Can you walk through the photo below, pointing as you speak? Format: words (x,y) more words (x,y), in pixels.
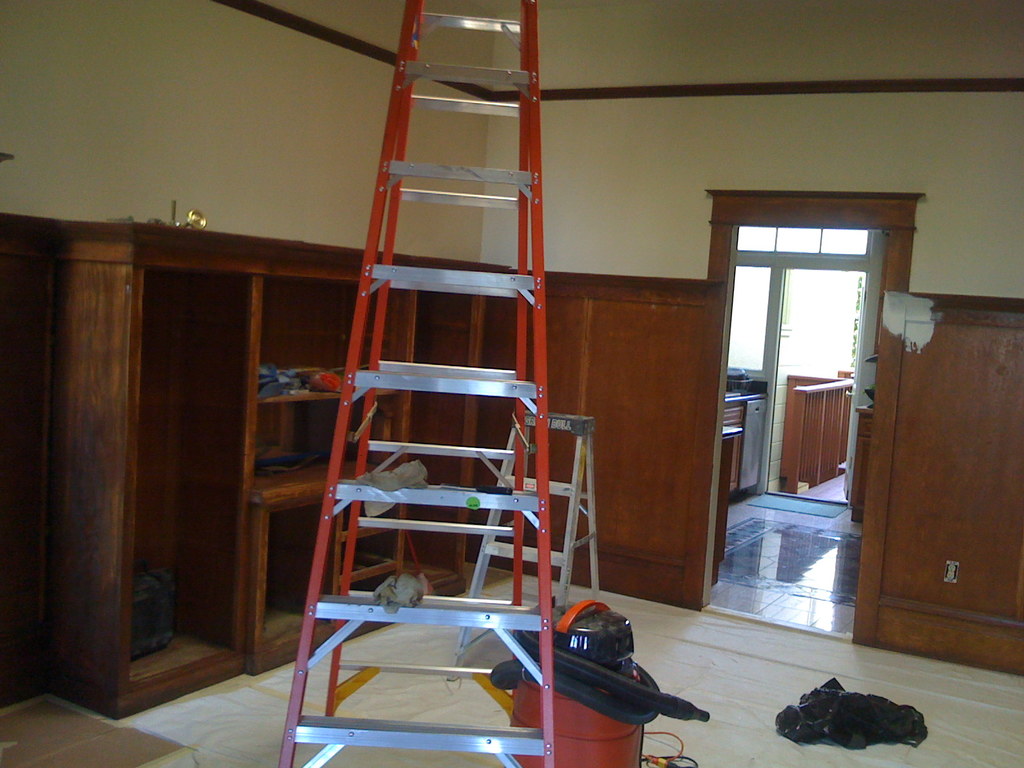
This is a picture of a room (512,319) where we can see some objects (281,535) like, ladder (512,631), stand (590,514), shelves (161,437), and other objects (645,684) on the floor (697,641).
